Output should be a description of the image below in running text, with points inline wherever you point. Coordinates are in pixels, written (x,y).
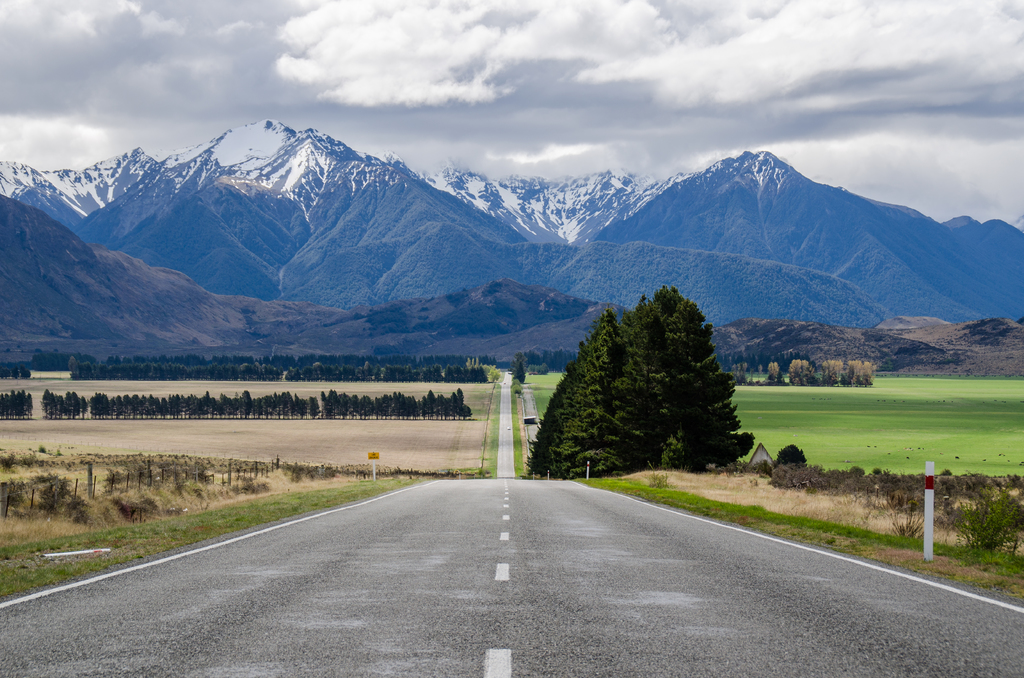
In this image I can see a road (503,472) in the center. There are trees (593,365) and there's grass (493,423) on the left (274,409). There are mountains (586,261) at the back (978,262) and there are clouds (370,147) in the sky (324,57).
